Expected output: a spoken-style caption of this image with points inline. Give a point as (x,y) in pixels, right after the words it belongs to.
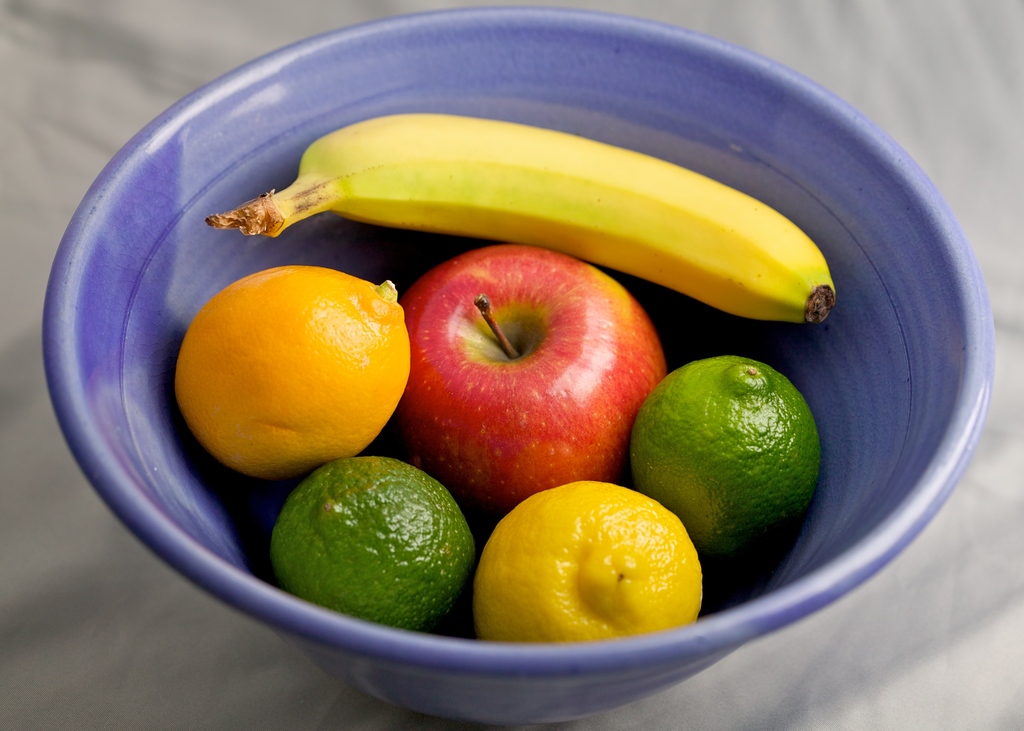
In this picture there is some apple (466,353), orange (380,386) and banana fruits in the blue color bowl (99,292).
